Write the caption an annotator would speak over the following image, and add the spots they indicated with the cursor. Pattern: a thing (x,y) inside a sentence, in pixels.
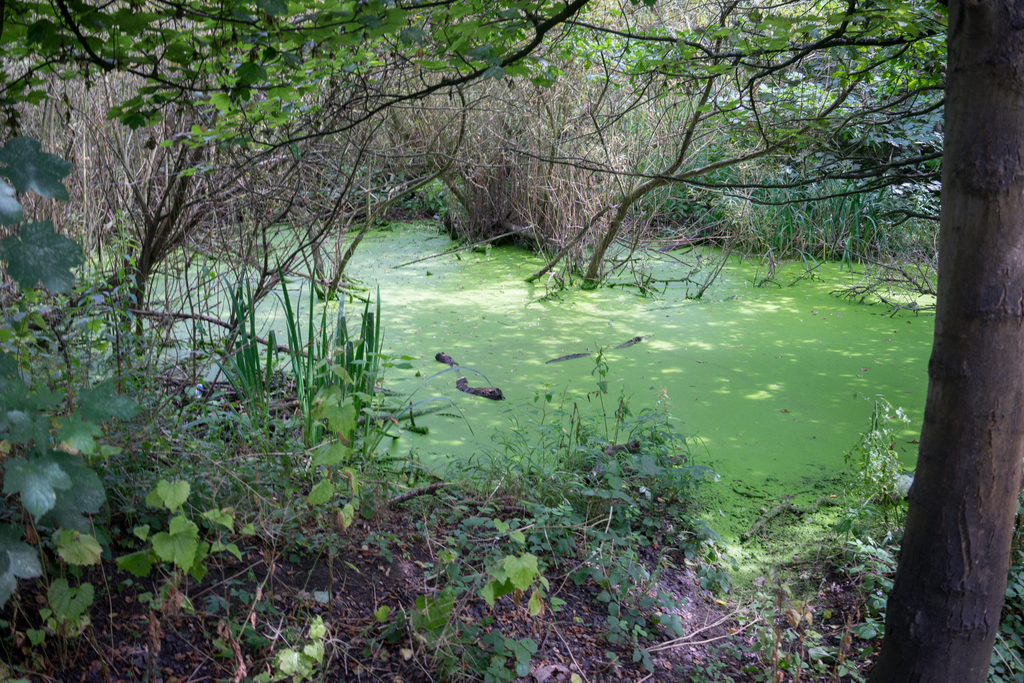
In this image, we can see some plants (300,478) and trees (355,8), we can see algae (560,352) on the water (686,367).
